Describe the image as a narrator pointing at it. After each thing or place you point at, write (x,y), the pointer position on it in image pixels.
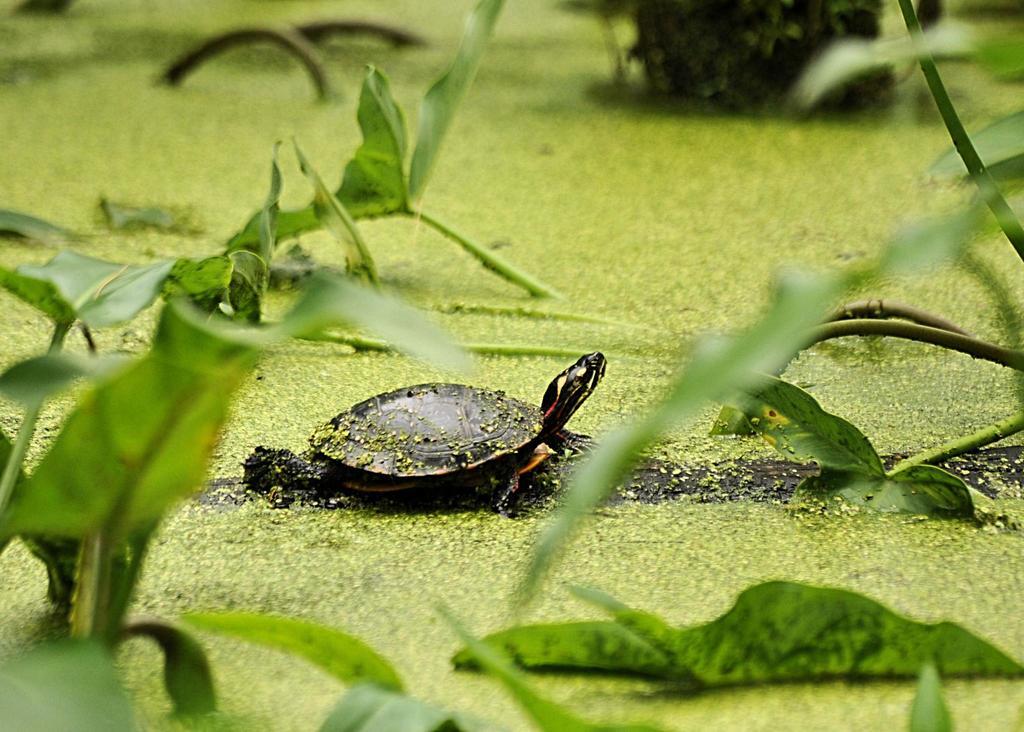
In this picture we can see plants (120,582) and a turtle (396,427) on the log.
